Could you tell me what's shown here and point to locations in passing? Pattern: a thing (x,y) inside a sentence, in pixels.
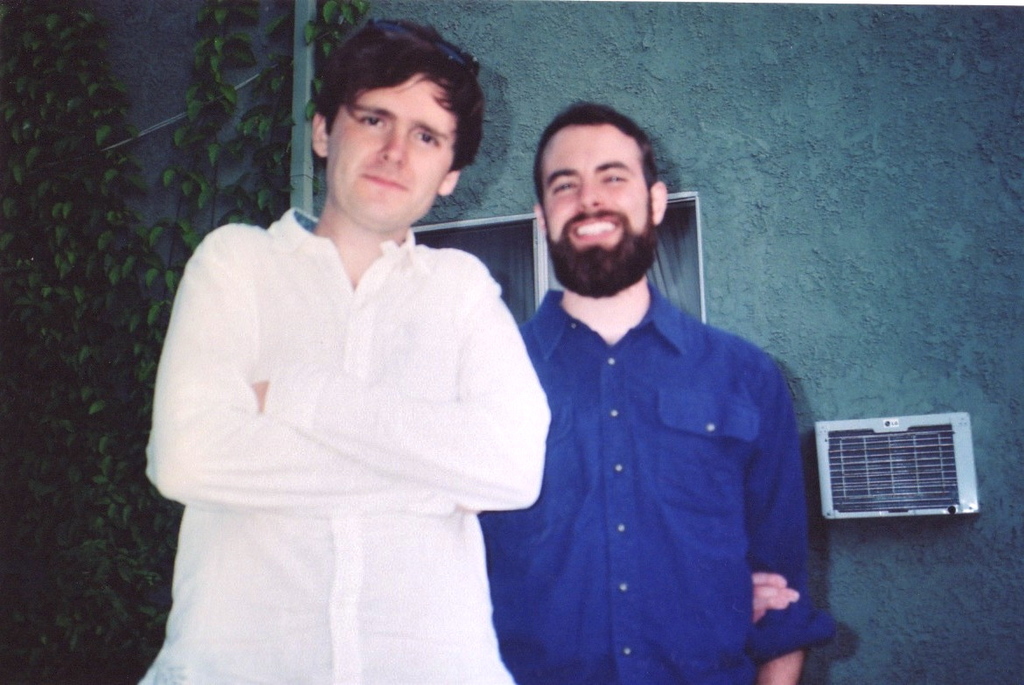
There are two people (496,347) standing. In the back (623,95) there is a wall (520,105). On the wall (486,161) there are windows (505,257), creepers (171,182) and a white color box (865,462).
